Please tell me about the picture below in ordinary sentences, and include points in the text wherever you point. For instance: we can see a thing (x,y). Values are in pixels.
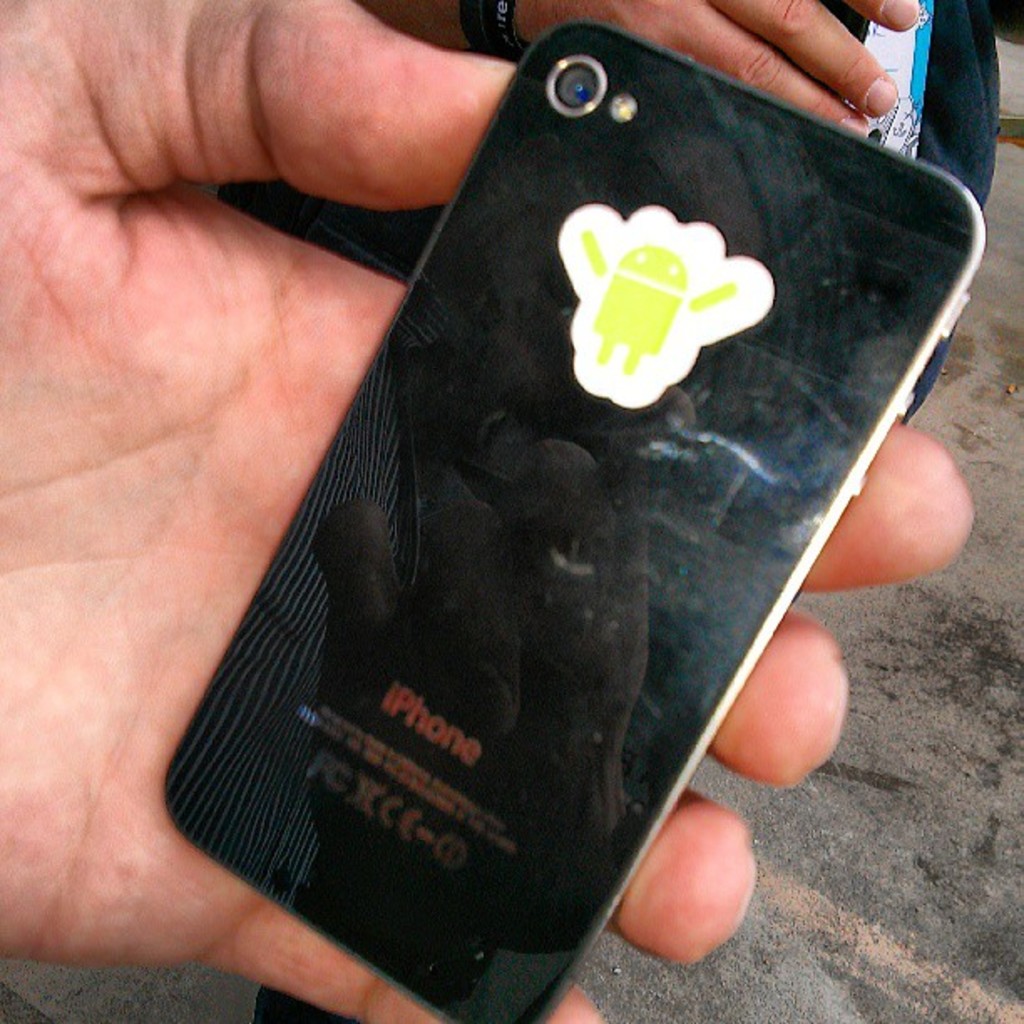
In this image we can see persons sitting and one of them is holding a mobile phone (498,602) in the hands (31,556).
